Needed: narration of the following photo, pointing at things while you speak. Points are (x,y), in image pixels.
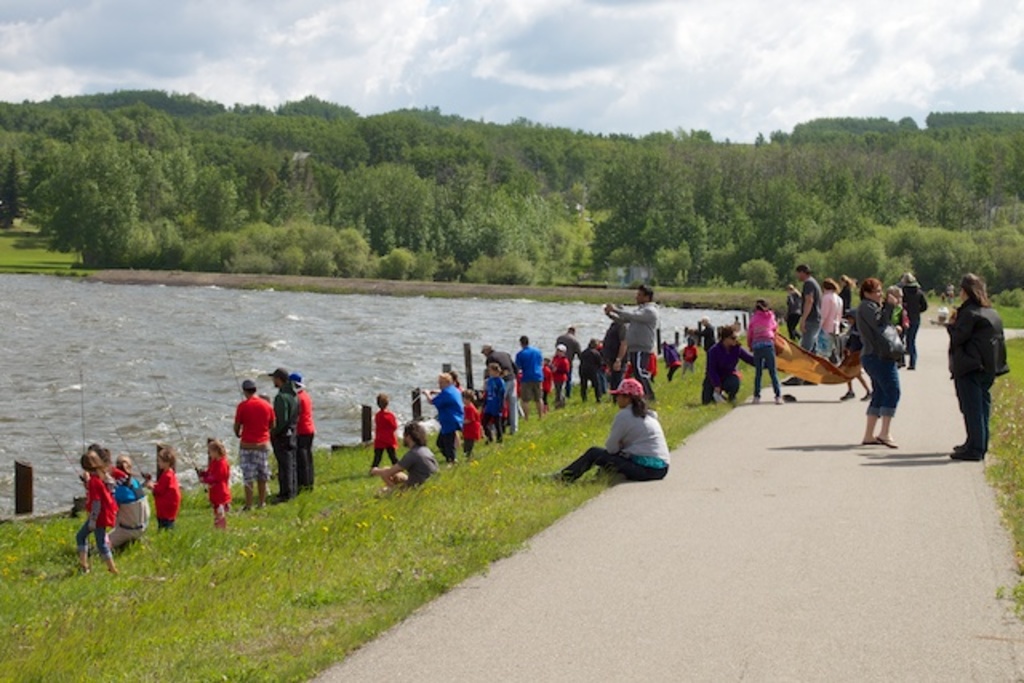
In this picture I can see few people (448,447) standing and few are seated and I can see few of them holding fishing sticks (78,469) in their hands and I can see water (301,351) and few trees (443,228) and a blue cloudy sky (637,66) and I can see grass (281,558) on the ground (194,485).
